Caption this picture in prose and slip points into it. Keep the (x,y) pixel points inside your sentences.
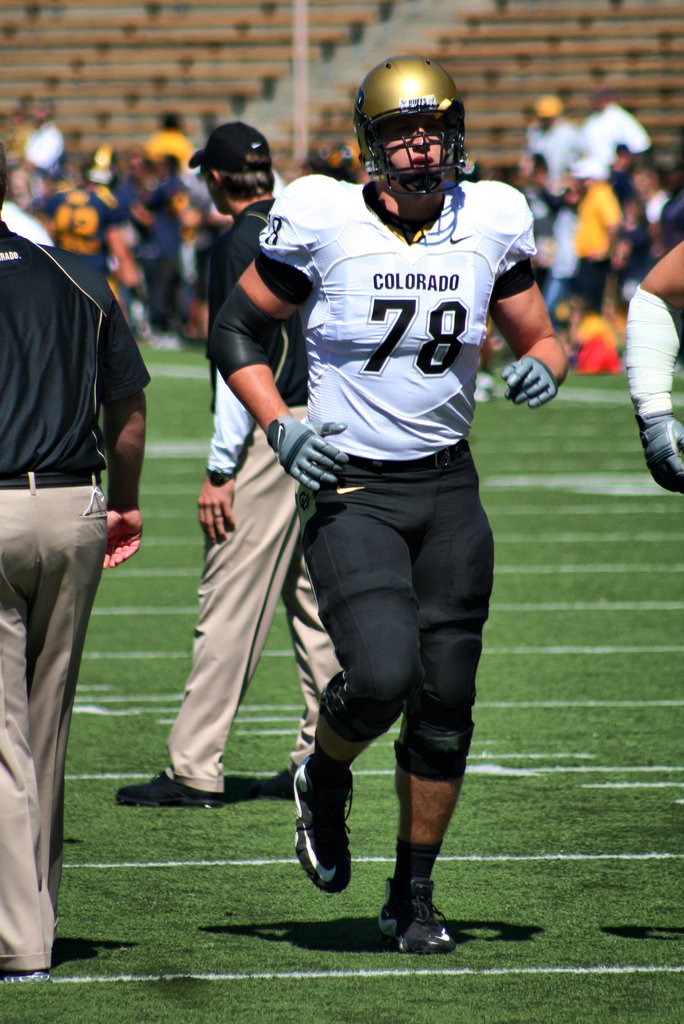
This image is taken in the stadium (559,411). In this image there are a few people (22,301) standing and walking on the ground (641,485), in the foreground of the image (445,439) there is a person (478,602) running on the ground (452,820).
